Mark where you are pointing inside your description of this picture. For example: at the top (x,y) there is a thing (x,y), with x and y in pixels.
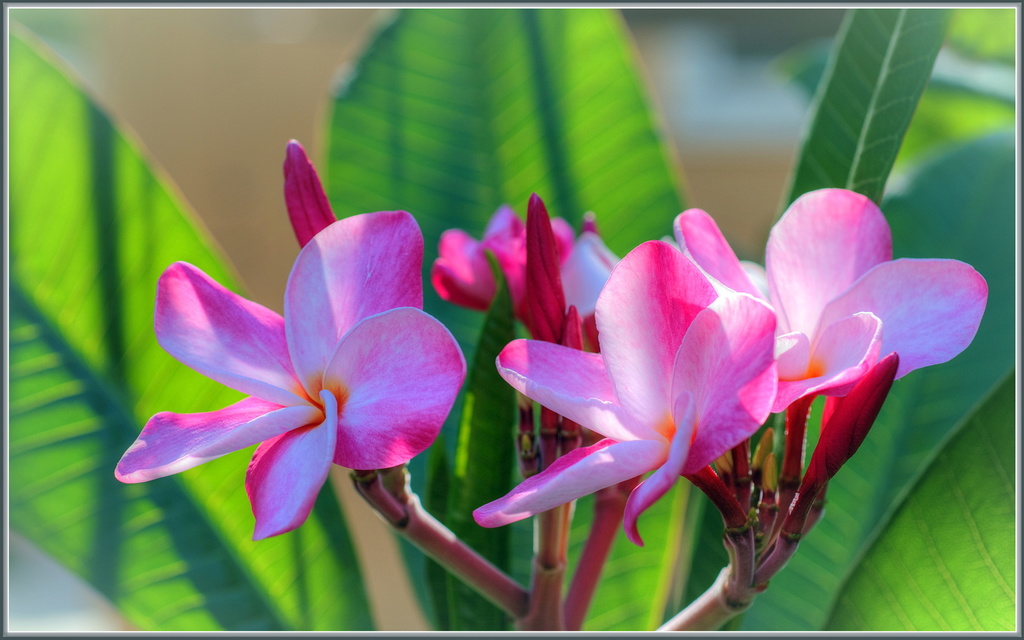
In this picture we can see flowers (701,366) and in the background (827,497) we can see leaves (86,353).
